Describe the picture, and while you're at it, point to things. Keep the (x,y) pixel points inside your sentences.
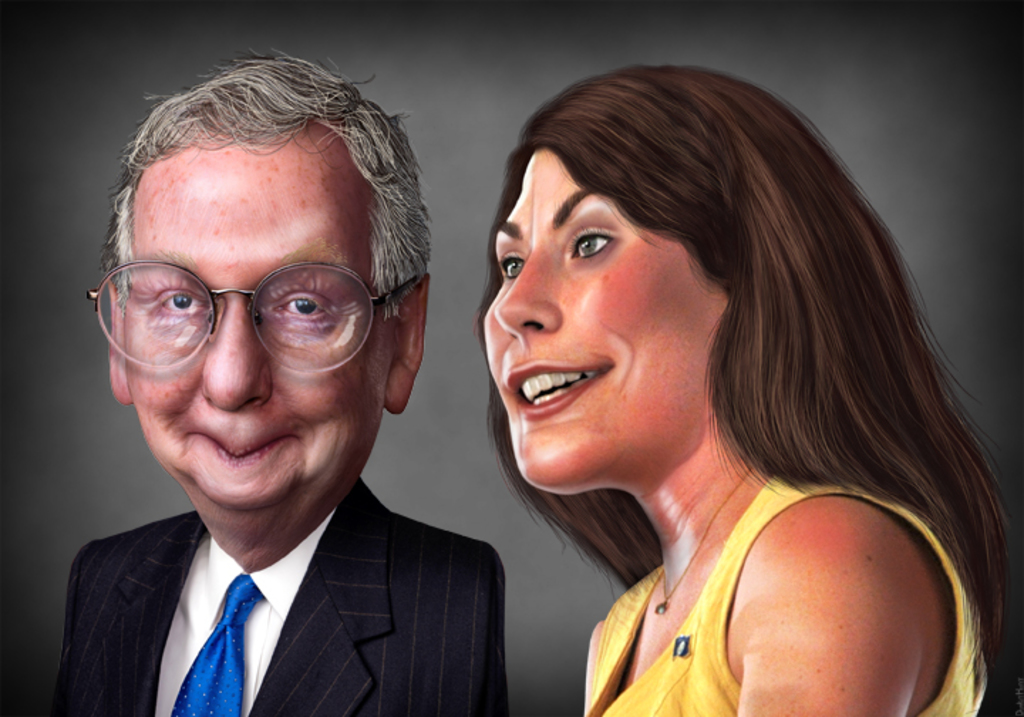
In this image we can see the picture of a man (241,716) and a woman (571,440) and it looks like a caricature.
